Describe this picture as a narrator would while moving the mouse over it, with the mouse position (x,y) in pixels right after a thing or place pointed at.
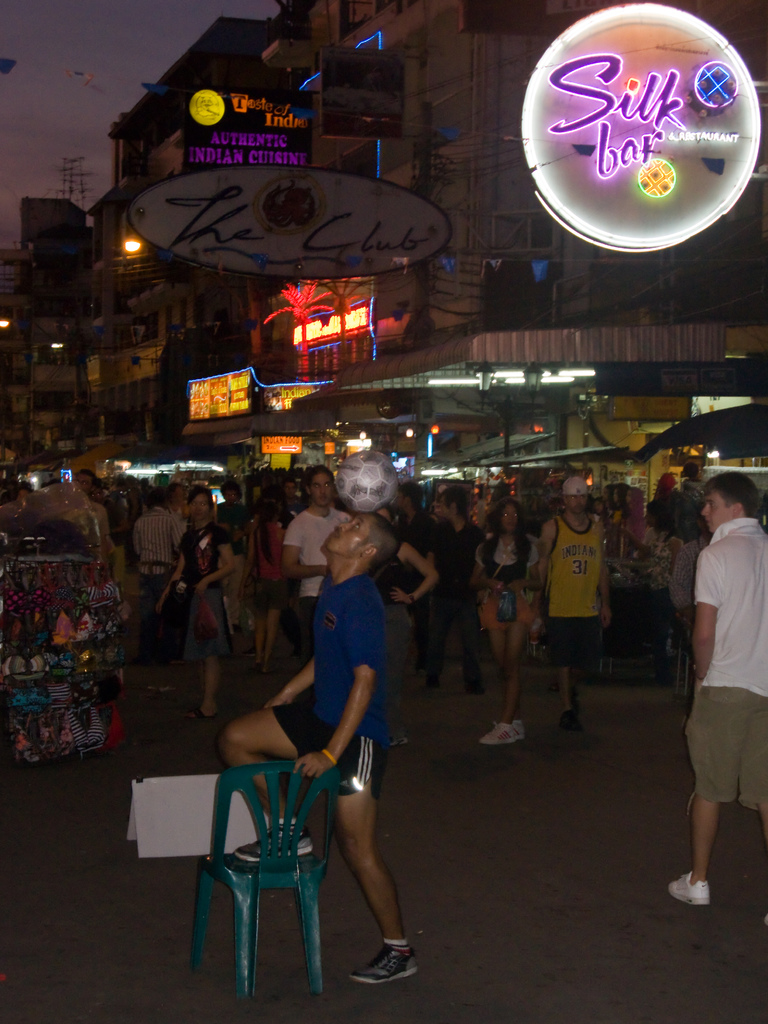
Few people (431,526) walking and this man (327,725) holding a chair (272,783) and one leg (325,741) is on the chair (262,767) and we can see ball (349,468) on this man head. Left side of the image (99,624) we can see stall (103,581). In the background (357,447) we can see people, buildings (388,295), lights (608,11), boards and sky (23,134).
